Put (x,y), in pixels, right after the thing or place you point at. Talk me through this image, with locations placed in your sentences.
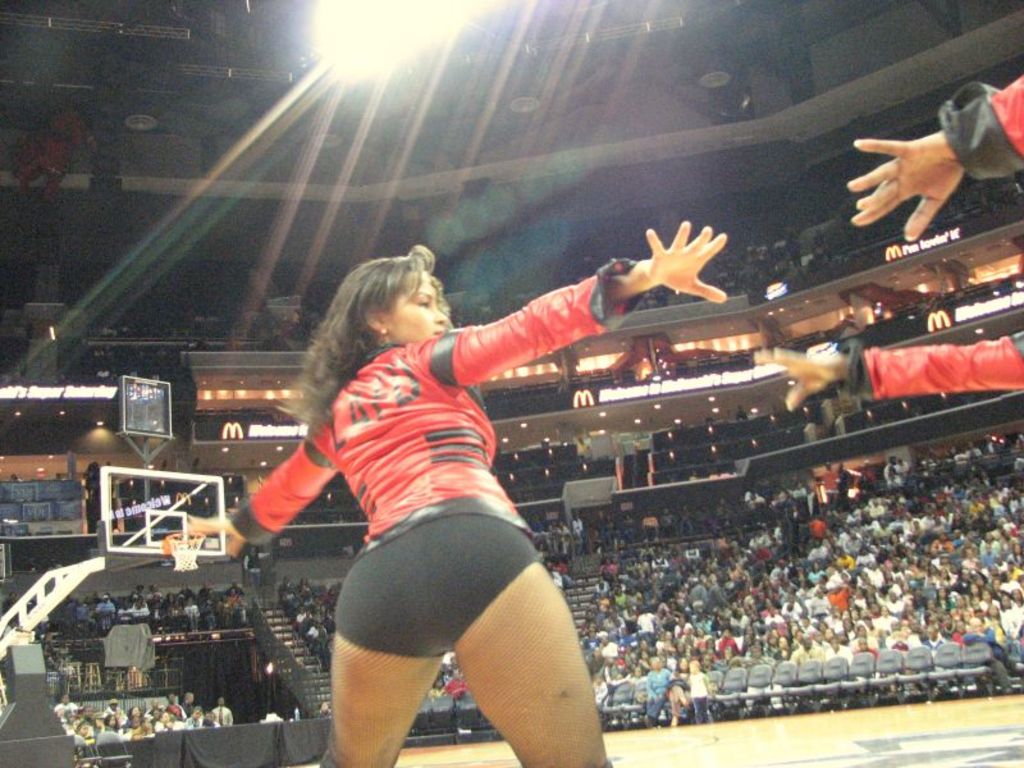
As we can see in the image there are group of people (251,509) here and there. There is screen (170,403), lights (365,73), stairs (310,663) and chairs (732,428).
